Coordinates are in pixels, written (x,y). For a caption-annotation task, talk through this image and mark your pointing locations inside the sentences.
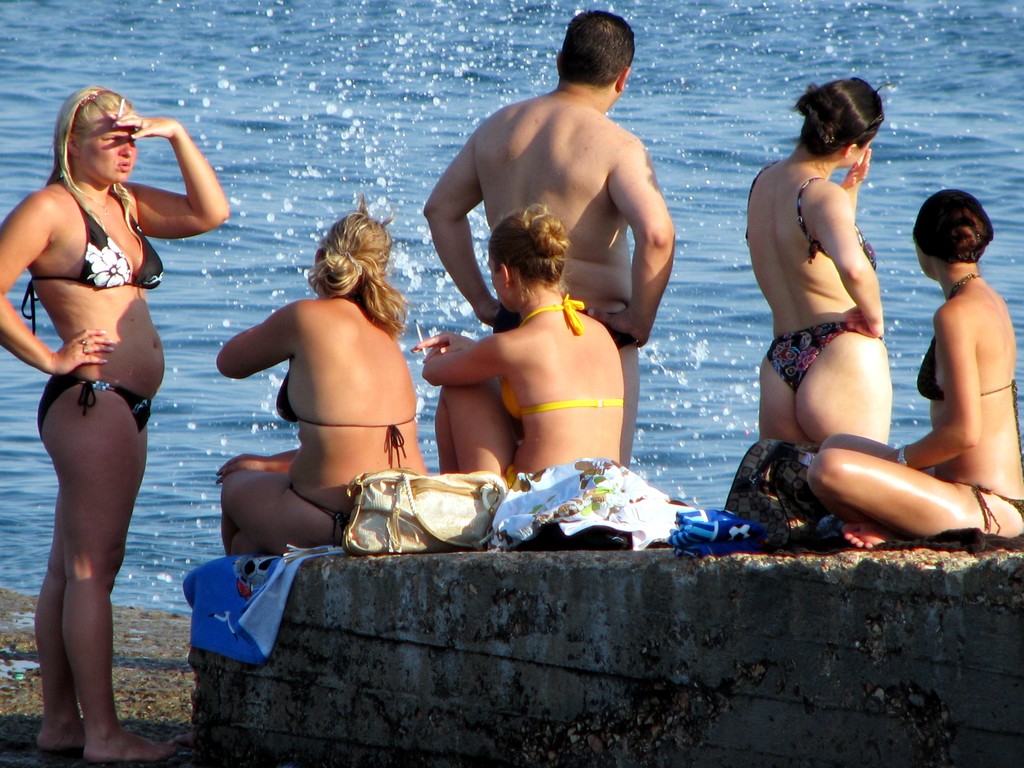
There are three people (131,369) standing and three people (858,524) sitting. We can see bags (464,513) and clothes (538,507) on the platform (585,580). In the background (379,96) we can see water (635,9).
